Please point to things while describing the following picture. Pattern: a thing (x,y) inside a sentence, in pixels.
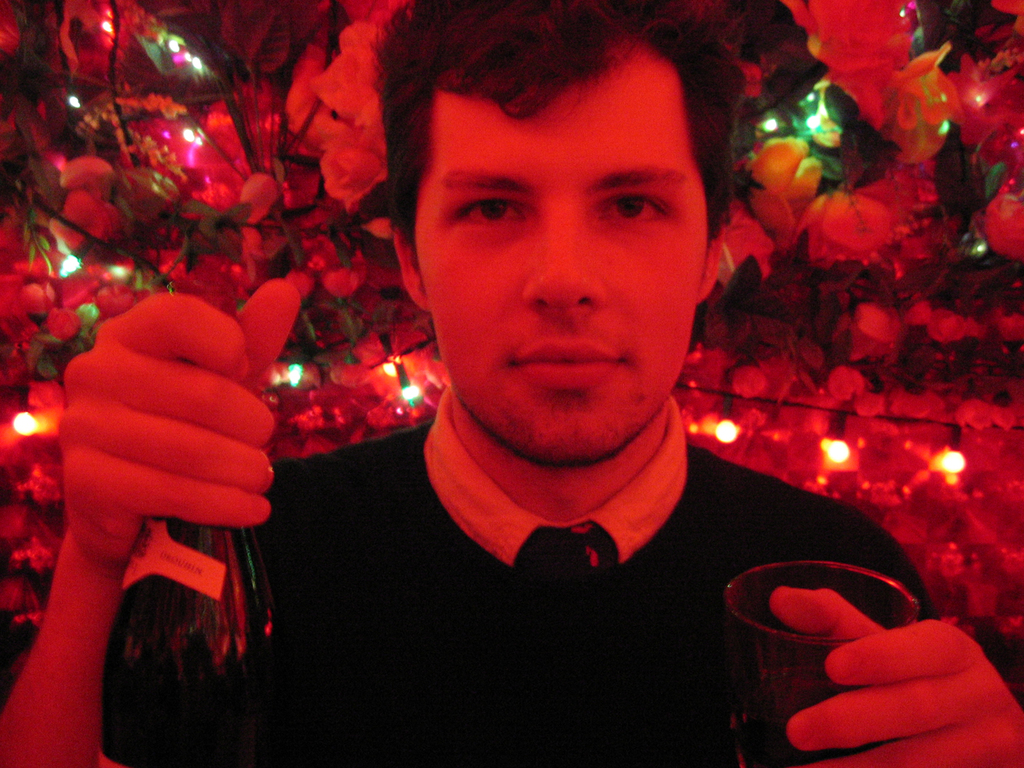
This is an edited image, we can see a man (466,631) is holding a bottle (226,682) and a glass (784,686). Behind the man (478,550) there are artificial trees (104,202) and some decorative lights (950,457).
